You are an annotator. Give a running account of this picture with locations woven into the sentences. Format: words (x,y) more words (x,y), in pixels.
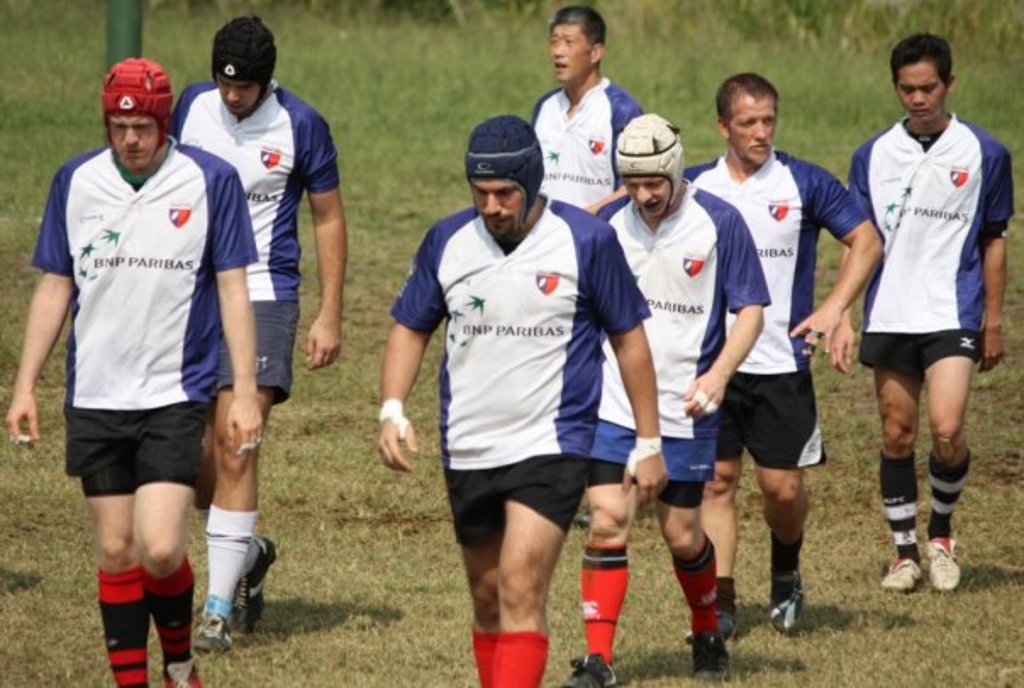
In the image we can see there are people (629,336) walking, wearing clothes (92,325), socks (593,612), shoes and some of them are wearing caps (250,73). Here we can see the grass (409,487) and the pole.
